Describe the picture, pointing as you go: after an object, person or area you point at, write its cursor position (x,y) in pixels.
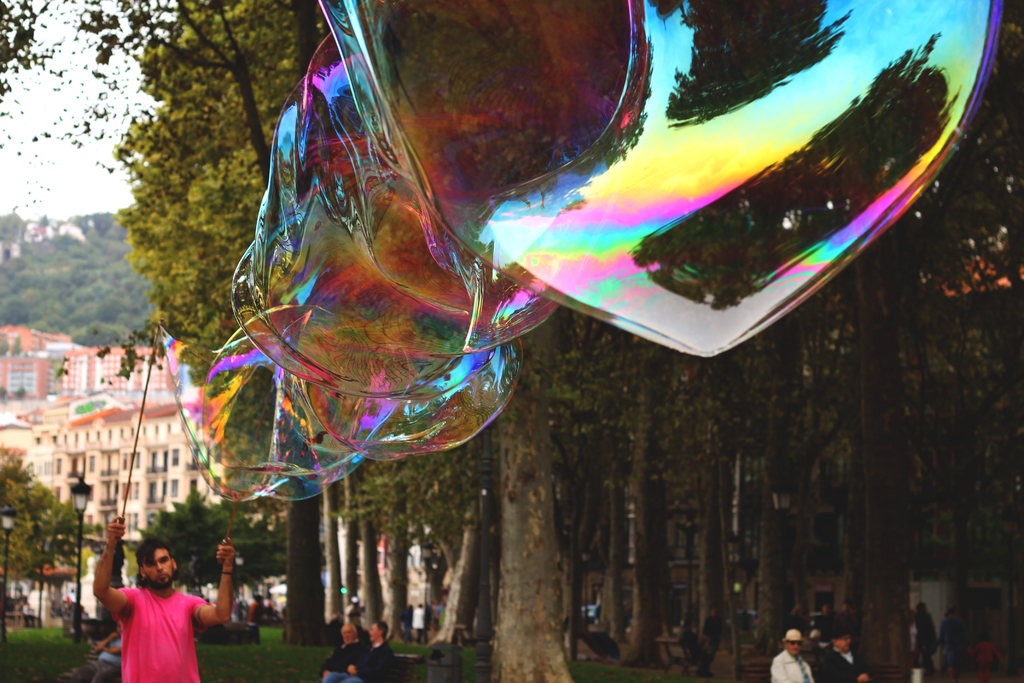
In the image we can see a person (147,618) wearing clothes (139,619) and holding an object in his hand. These are the foam balloons (405,268), trees (578,413), building (152,442), windows (152,492) of the building (166,493), light pole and a sky (110,135). There are even other people (795,639) around, they are wearing clothes (847,661) and some of them are wearing hats (793,639).
